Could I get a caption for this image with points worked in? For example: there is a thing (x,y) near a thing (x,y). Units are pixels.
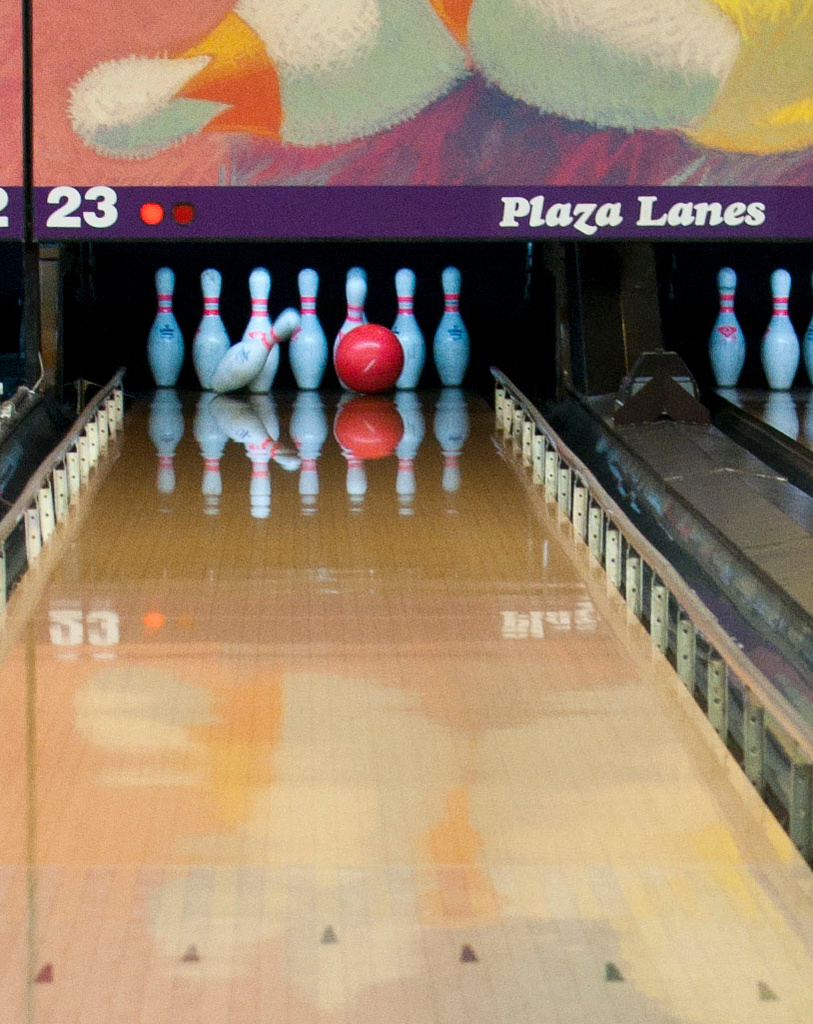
In this image we can see a bowling ball (359,378) and group of pins (211,295) placed on the wood surface (435,825). In the background (566,161), we can see a signboard (477,156) with some text (94,209) on it.
